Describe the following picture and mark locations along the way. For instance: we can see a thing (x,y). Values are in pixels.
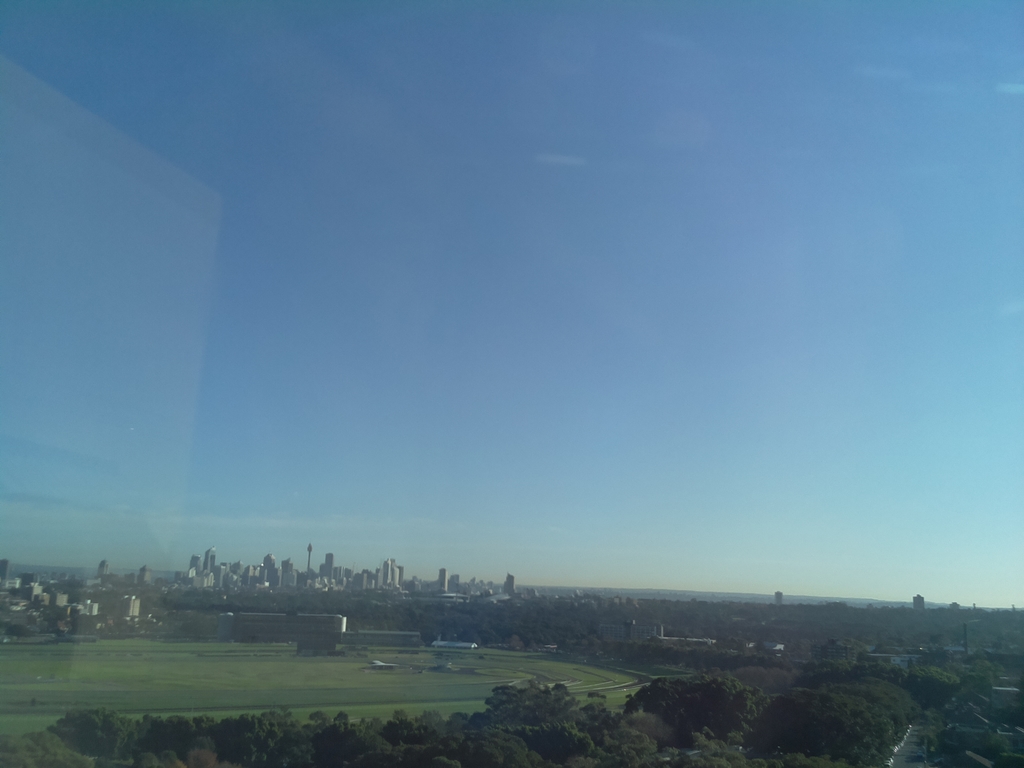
In this image, we can see some buildings (436,586), trees (592,734). We can see the ground (267,700) with some grass (352,692) and a few objects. We can also see the sky (335,496).
